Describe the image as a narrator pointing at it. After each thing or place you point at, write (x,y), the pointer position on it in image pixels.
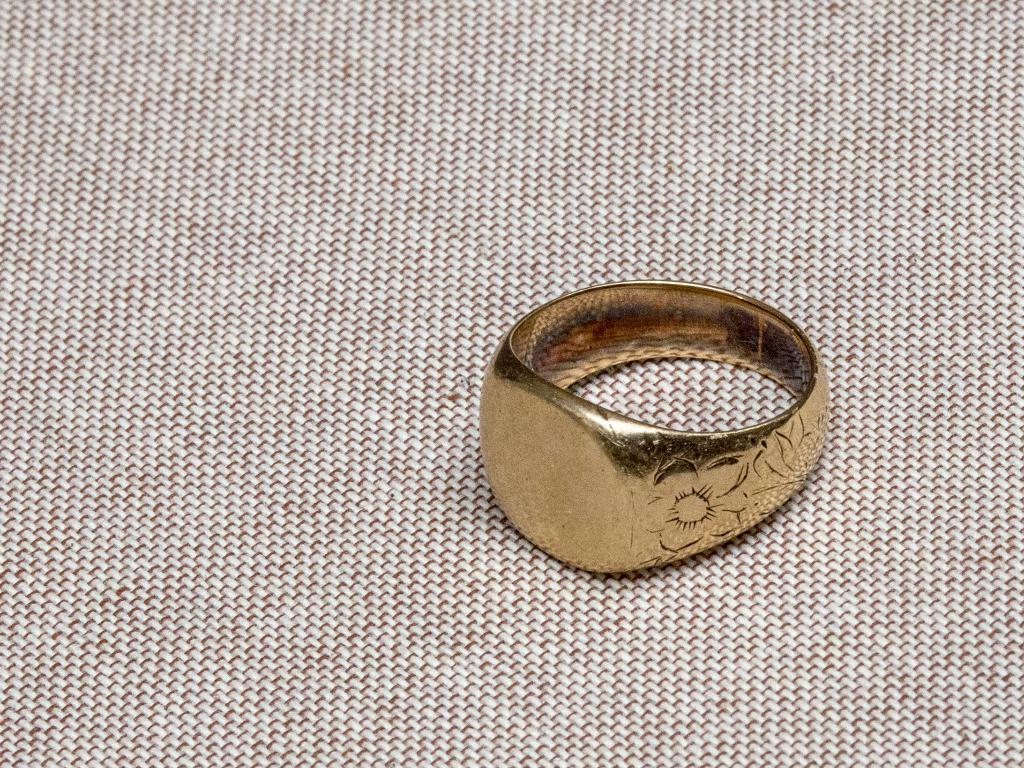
In this image I can see a ring (587,415) which is in gold color. It is on the cream color surface (300,509).
